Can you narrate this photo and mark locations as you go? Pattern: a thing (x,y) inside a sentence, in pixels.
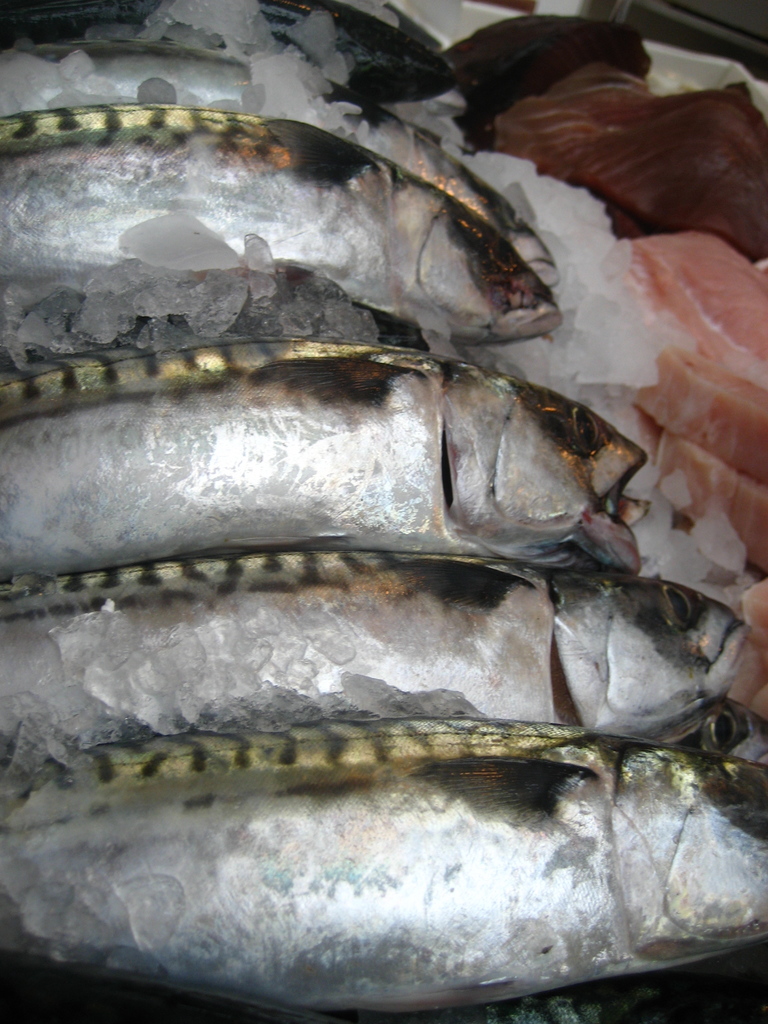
In the foreground of this image (288,494), there are fishes (294,421) and also some meat (697,364) on the ice (619,360).
